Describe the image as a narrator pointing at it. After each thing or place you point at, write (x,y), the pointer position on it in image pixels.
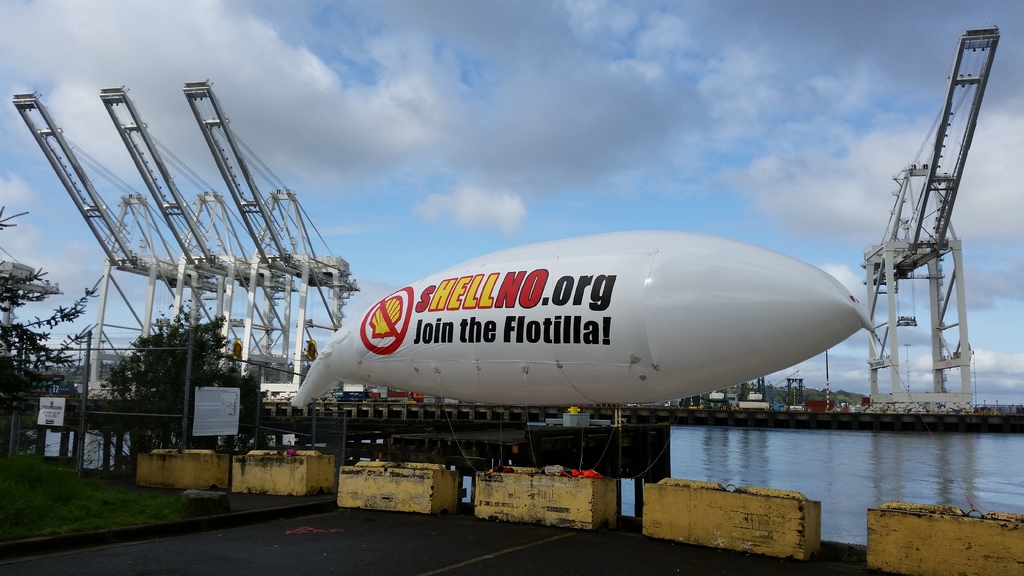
In this image I can see blocks (973,514). There are cranes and in the centre of the image (595,308) it looks like a blimp (691,300). There is water (869,438), there are plants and there are some other objects (369,406). In the background (458,136) there is sky (504,158).
